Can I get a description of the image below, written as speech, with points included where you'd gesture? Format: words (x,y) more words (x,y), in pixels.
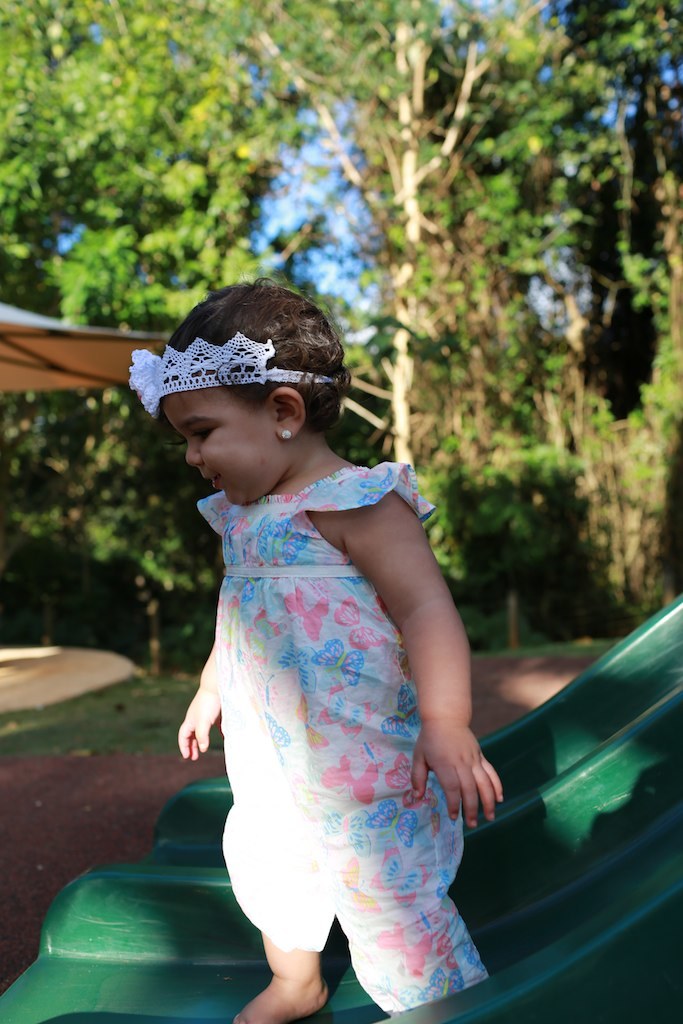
In this image we can see a baby (396,605) standing on the object (585,770) which looks like a slide (492,826) and we can see some trees (73,14) in the background (313,67).
